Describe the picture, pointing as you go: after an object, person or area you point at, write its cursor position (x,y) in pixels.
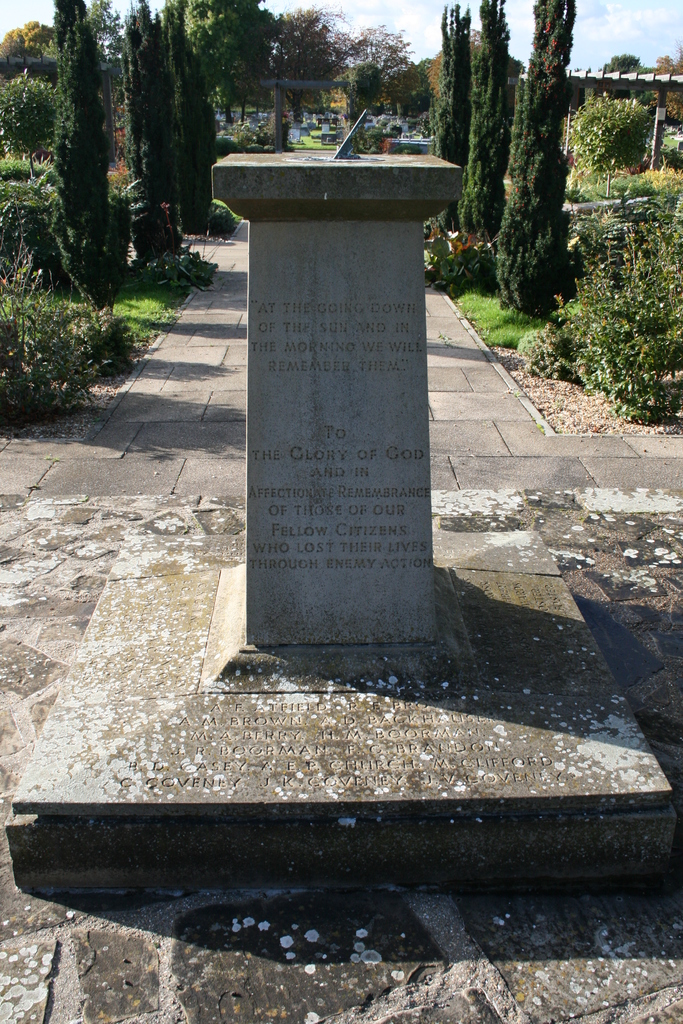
In this image, we can see a pillar (326,326) with some text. Here we can see a walkway (312,1009). Background (631,381) there are so many trees (627,60), plants (662,281), poles (655,145), arch (628,81) and sky (617,53).
